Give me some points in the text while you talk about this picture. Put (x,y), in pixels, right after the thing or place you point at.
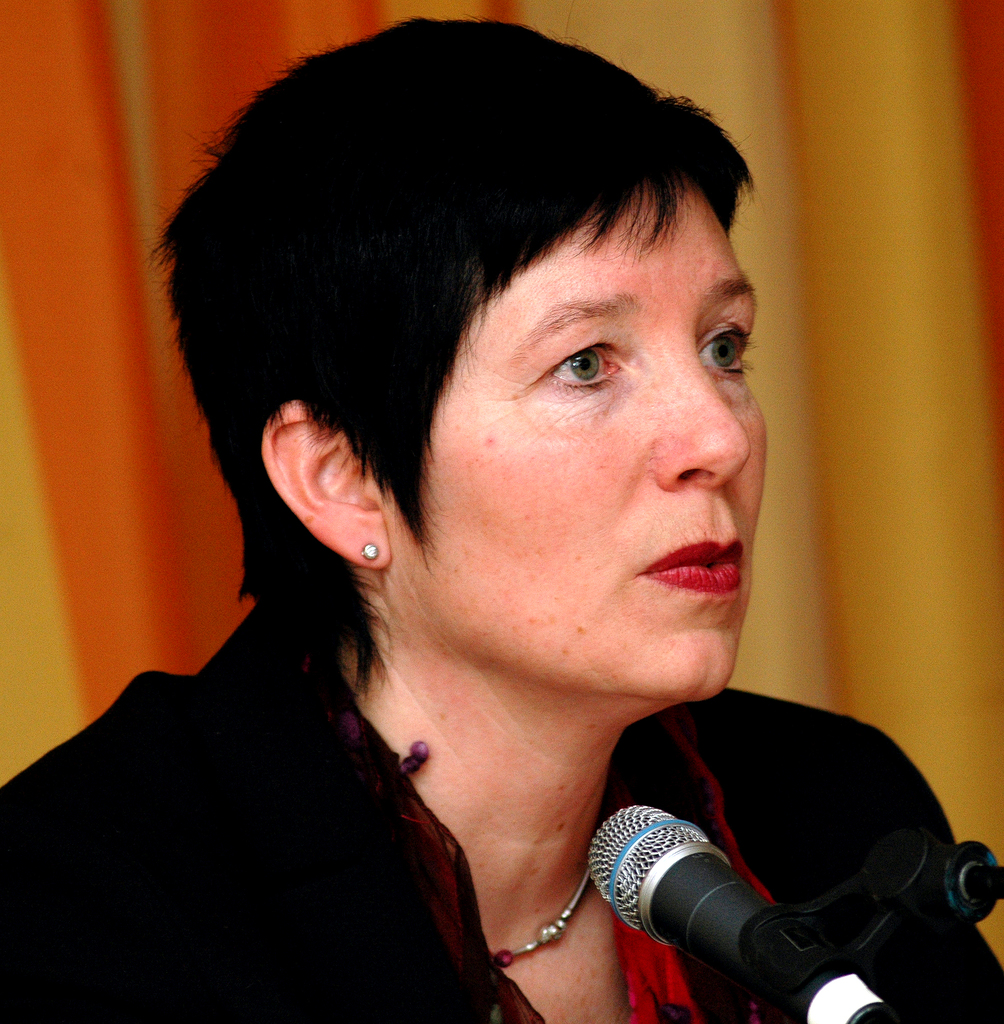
In this image we can see a lady (564,490), in front of her there is a mic (709,950), and the background (956,551) is blurred.
